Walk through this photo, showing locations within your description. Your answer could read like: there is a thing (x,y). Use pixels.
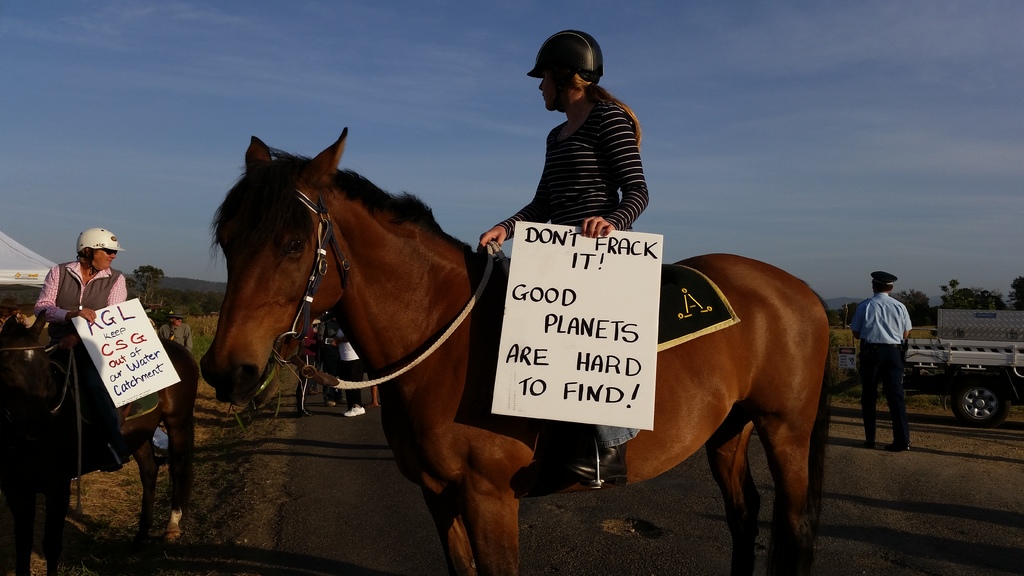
In this picture we can see person (618,125) sitting on horse (296,235) and holding banner (609,298) in her hands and beside her woman (61,299) sitting on horse (32,409) and here man (856,319) standing on road (929,468) beside vehicle (942,353) and in background (950,305) we can see trees (958,297), sky (836,226).
